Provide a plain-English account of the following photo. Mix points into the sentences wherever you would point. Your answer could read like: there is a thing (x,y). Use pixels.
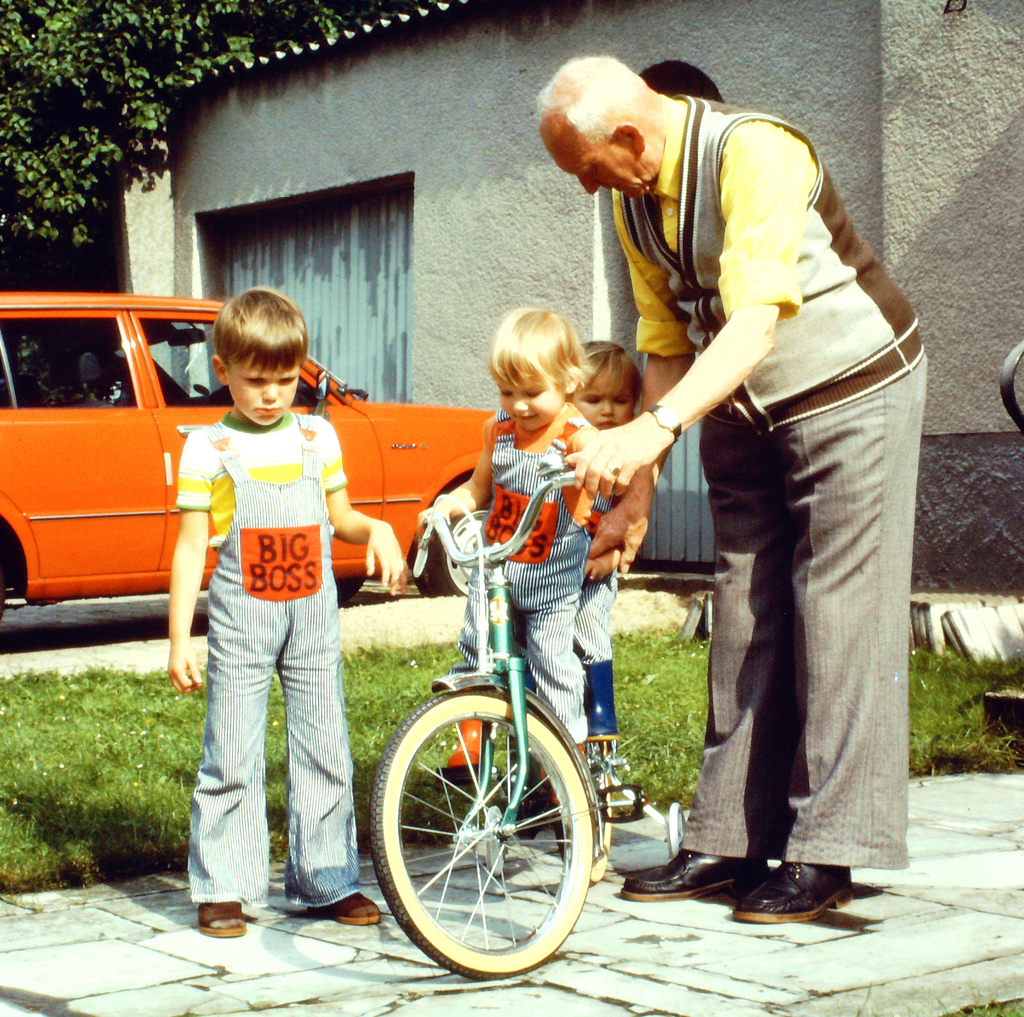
In this image we can see two children (515,495) are on the bicycle (532,495). We can see a child (315,585) and an old man (872,601) standing beside them. In the background (88,315) we can see a car (123,446), building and trees (68,58).
